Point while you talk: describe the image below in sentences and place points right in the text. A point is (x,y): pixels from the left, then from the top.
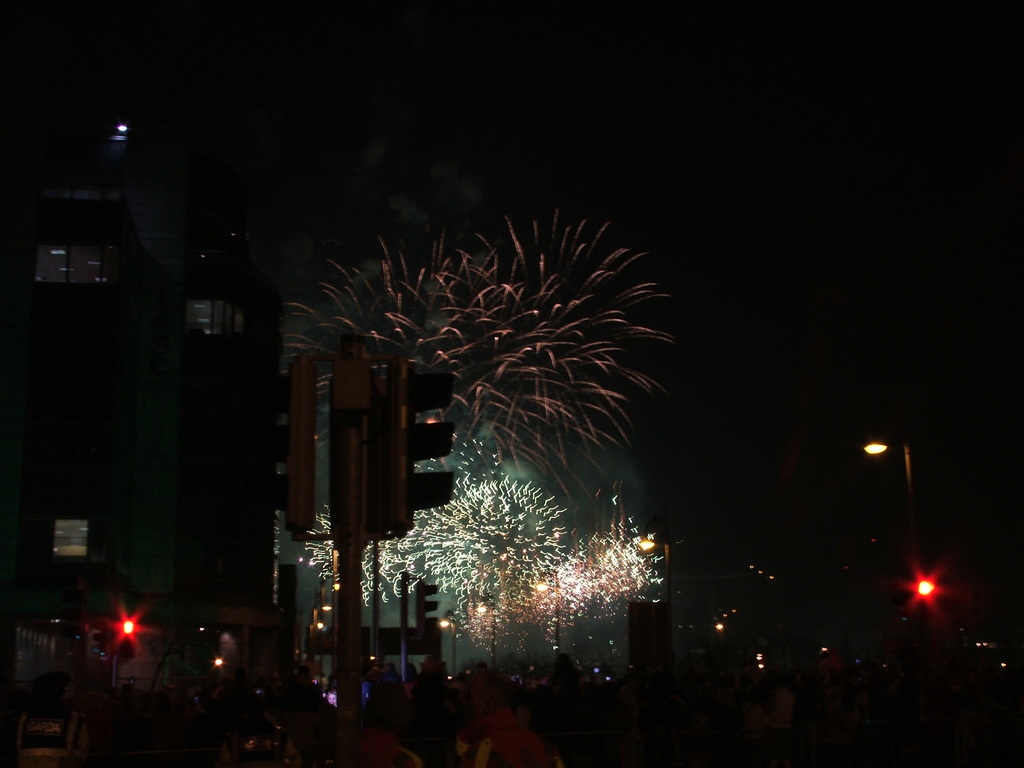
In this image we can see some group of persons (487,711) standing, there are some traffic signals (419,632), street light poles (913,541) and in the background of the image (186,440) there are some buildings (244,400), fire crackers (566,364) which are fired.
